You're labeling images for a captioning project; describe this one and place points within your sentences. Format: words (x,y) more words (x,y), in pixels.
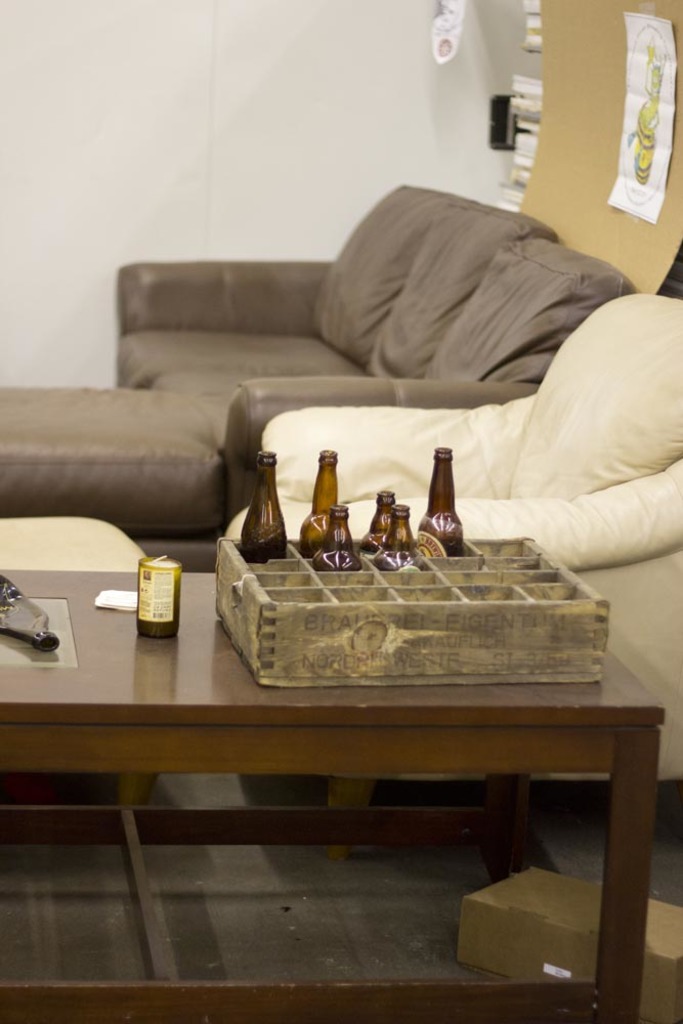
This picture shows a couch (342,285) and a chair (681,403) and we see few bottles (325,476) on the table (8,580).
